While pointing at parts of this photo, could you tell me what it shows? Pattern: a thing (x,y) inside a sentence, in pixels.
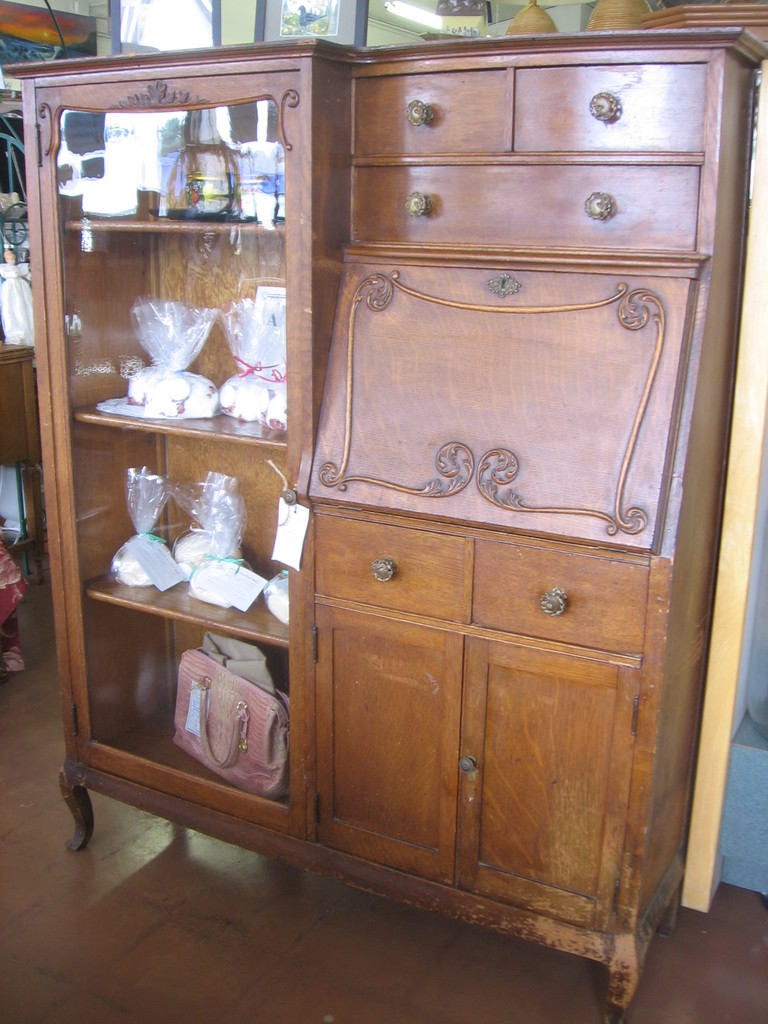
In this image we can see a wooden cupboard (322,704), in the cupboard (196,801), there are some cover packets (175,345), clothes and a bag (218,744), behind the cupboard (201,287) we can see a photo frame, toy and some other objects (117,16).
